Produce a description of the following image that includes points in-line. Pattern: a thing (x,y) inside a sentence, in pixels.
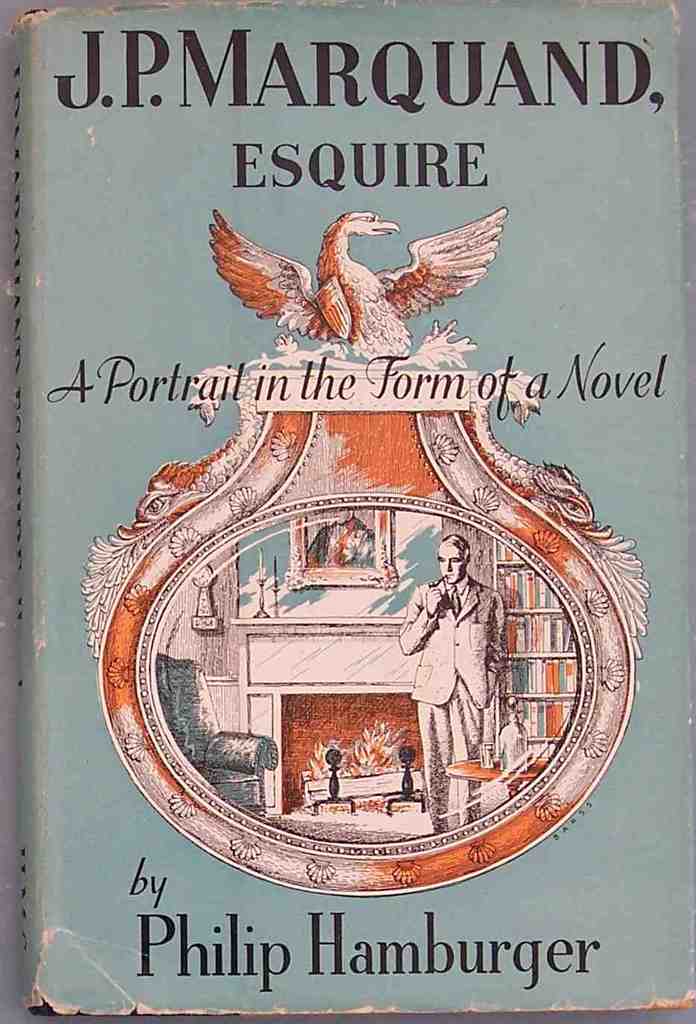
This is the picture of a book (366,464). In the front page (338,551) there is a image (486,712) of a room (264,756). Inside the room (228,729) there is a man (444,631), fireplace (324,695), chair (174,677), book rack (530,617), on a table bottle (515,746), glasses (489,757) are there. On the wall (369,614) there is a painting (340,521). On the top (314,323) there is a bird (307,306).
